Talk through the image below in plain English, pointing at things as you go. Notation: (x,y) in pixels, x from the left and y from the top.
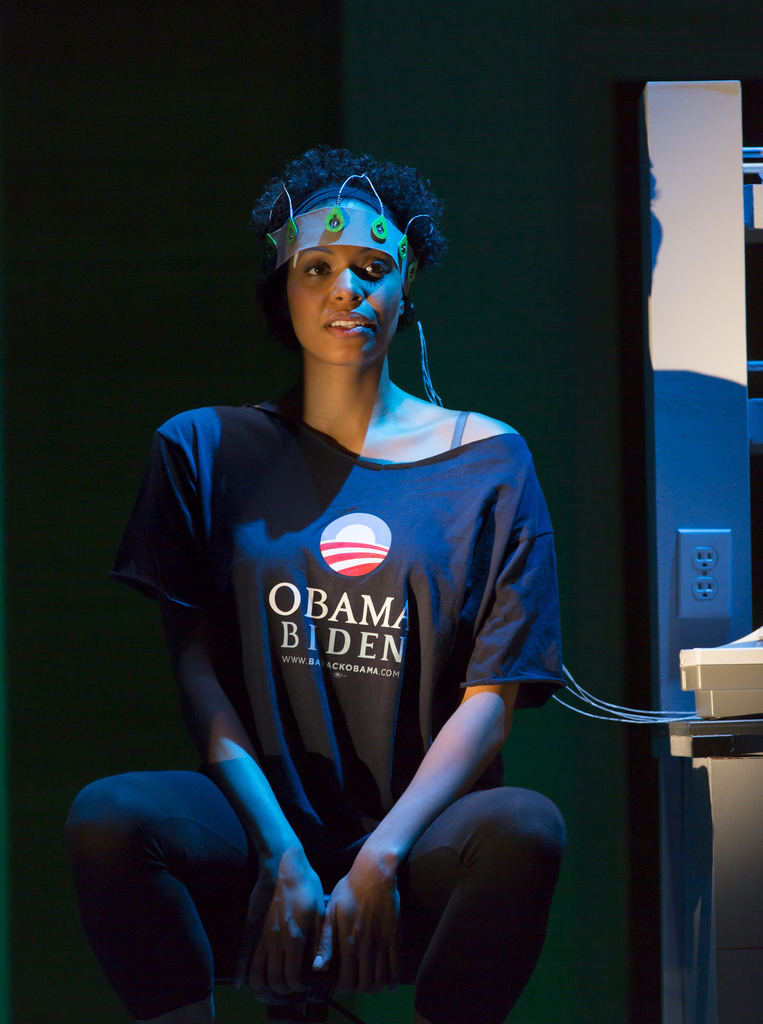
In this picture we can see a woman (169,610) sitting and beside her we can see some objects (722,556) and in the background (446,87) we can see the wall (310,143).
